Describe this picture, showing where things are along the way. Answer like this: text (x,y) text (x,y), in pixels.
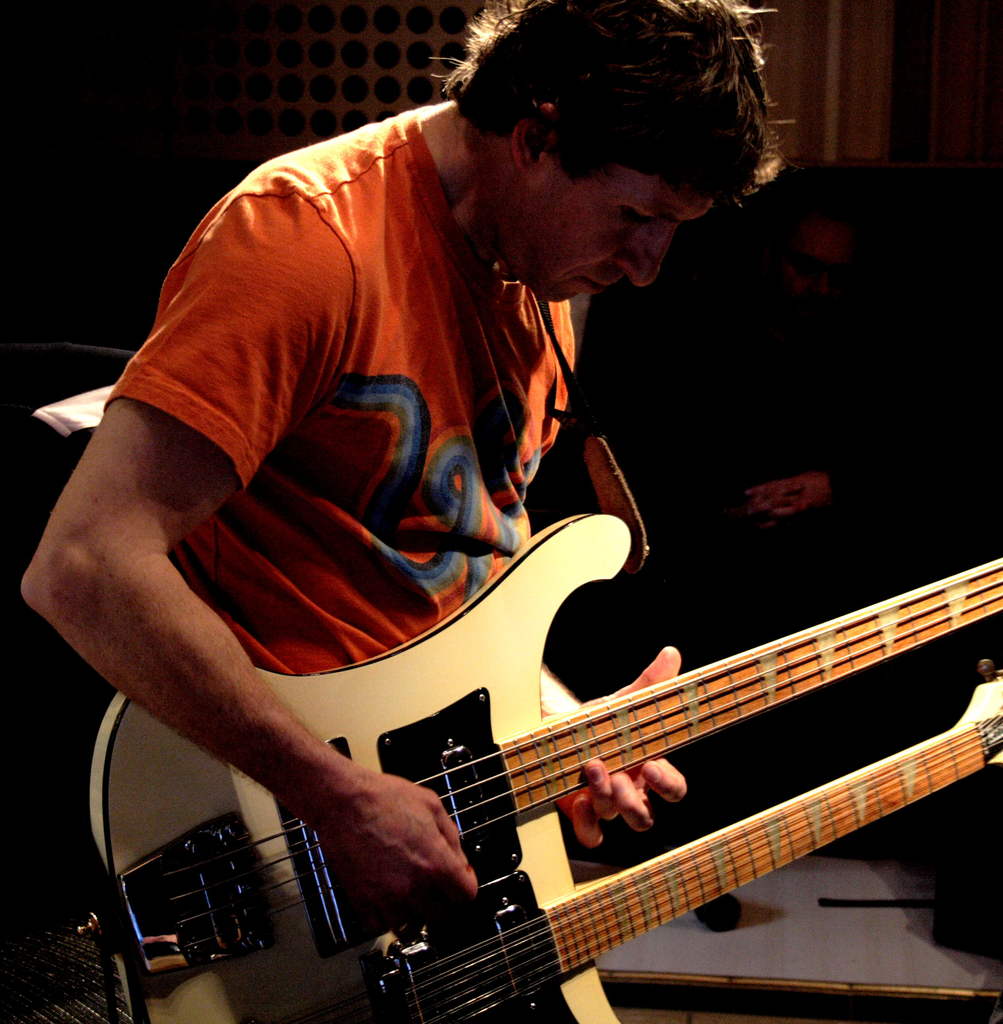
In this picture we can see a man (184,381) standing and holding a guitar (577,966).
